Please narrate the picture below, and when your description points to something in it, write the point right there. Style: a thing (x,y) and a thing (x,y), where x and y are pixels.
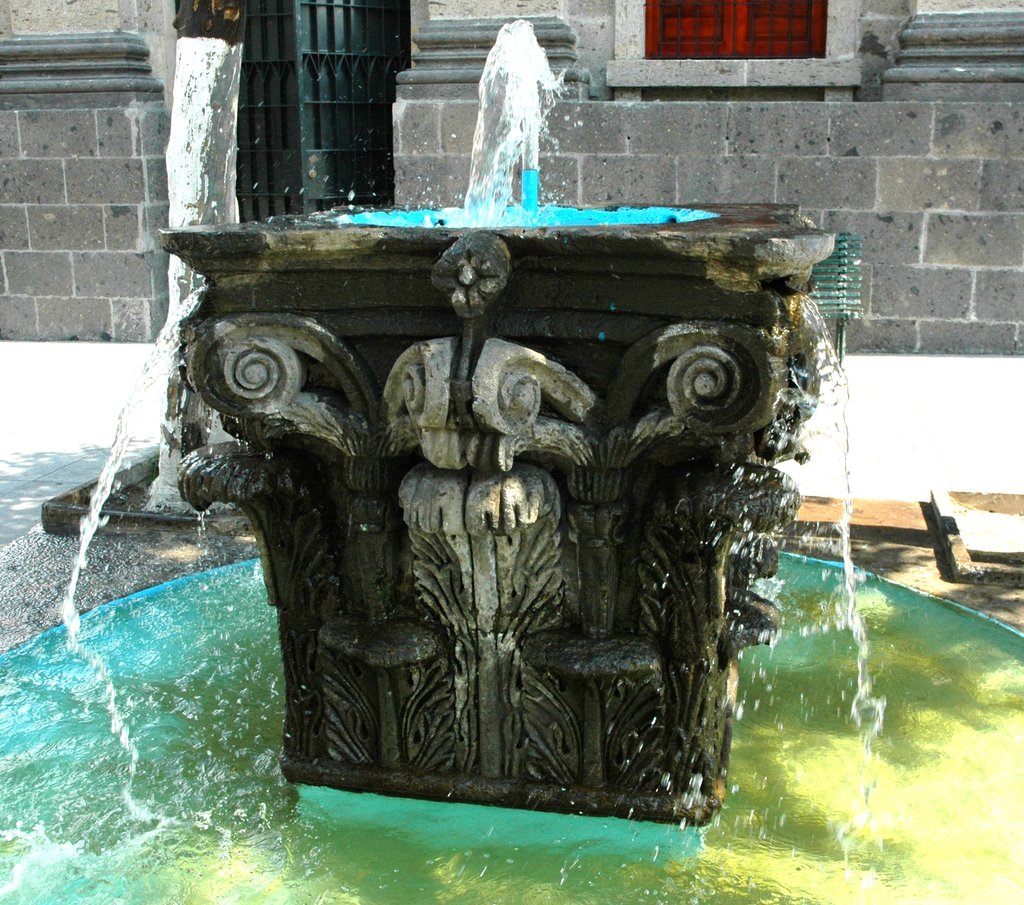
There is a waterfall (480,142) on a platform (644,207) which is having a sink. This platform (748,480) is in the water pond (12,661). In the background (999,40), there is a building (886,197) having a gate (309,20), a window (712,10) and brick wall (992,137). Beside this building (896,168), there is a road (917,395).
